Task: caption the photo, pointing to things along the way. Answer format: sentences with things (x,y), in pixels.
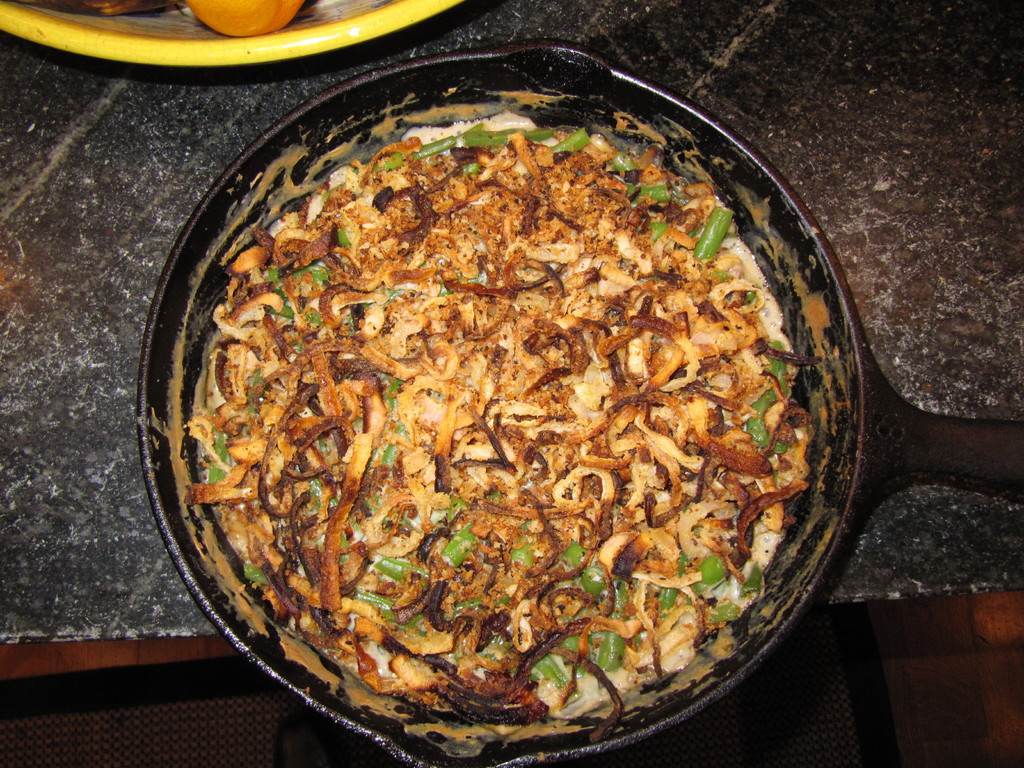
In the image I can see some food item (525,332) in a vessel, side we can see a bowl (255,52) on which we can see some fruits (215,6), these are placed on the table (11,114).
